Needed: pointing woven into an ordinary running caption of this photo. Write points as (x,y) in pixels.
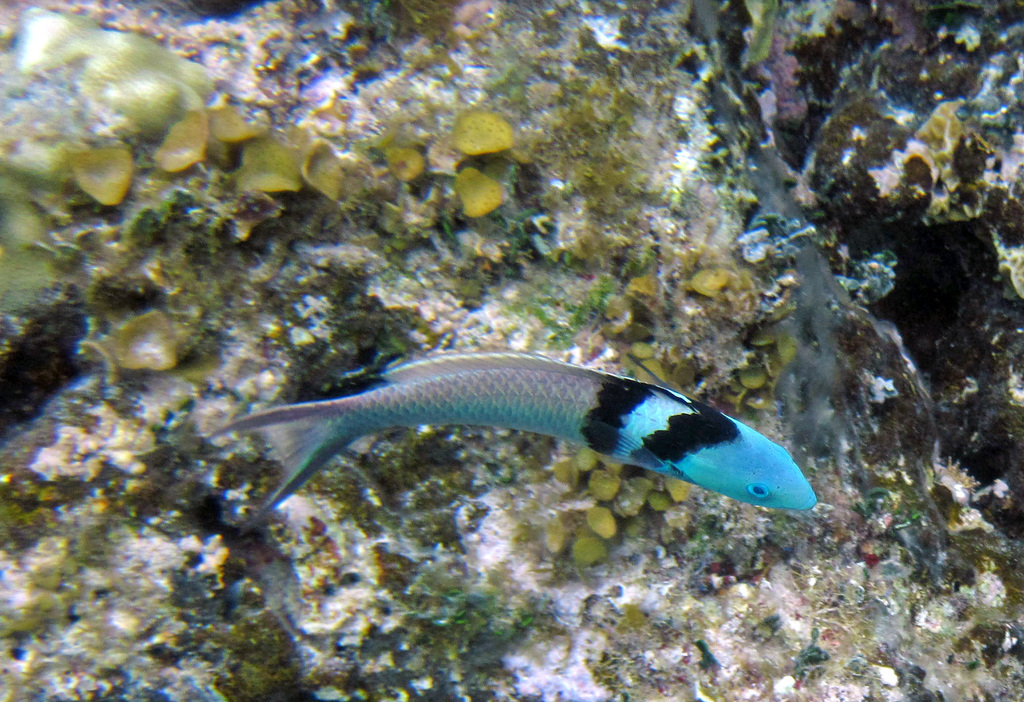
In this image I can see a blue and black colour fish (644,464) in the front (804,505). In the background (667,509) I can see sea fungus (712,39).
